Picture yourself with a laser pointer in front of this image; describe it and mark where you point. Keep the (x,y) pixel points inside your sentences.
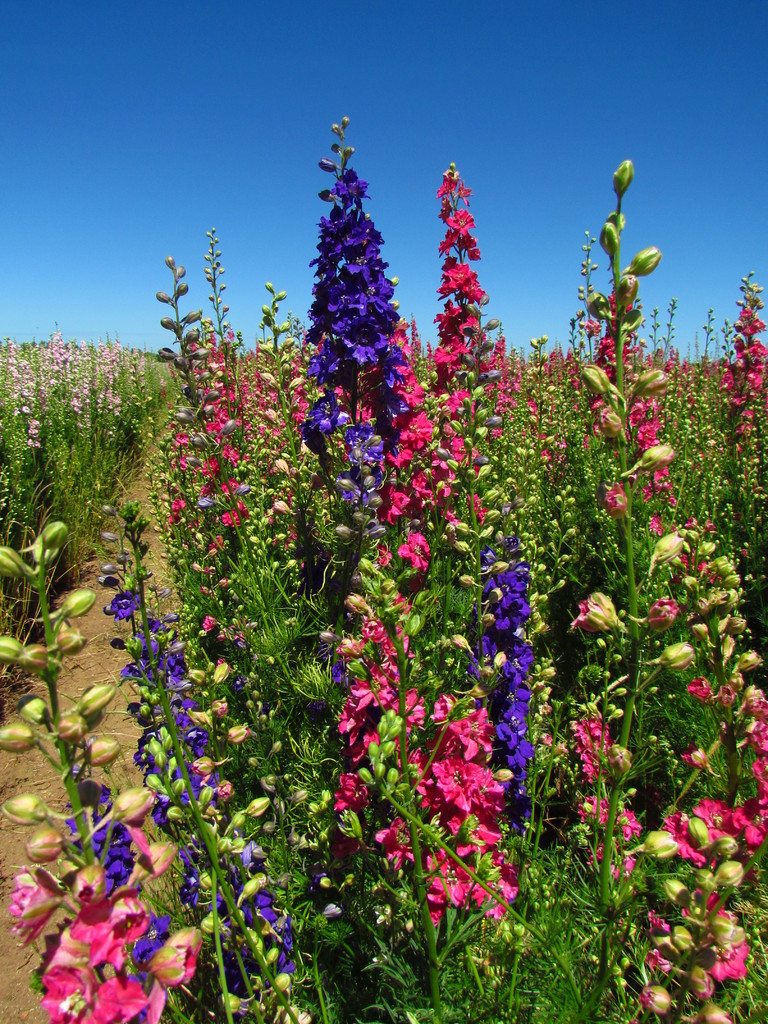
We can see plants (456,631), flowers (427,485) and buds (755,428). In the background (636,83) we can see sky (654,91) in blue color.
